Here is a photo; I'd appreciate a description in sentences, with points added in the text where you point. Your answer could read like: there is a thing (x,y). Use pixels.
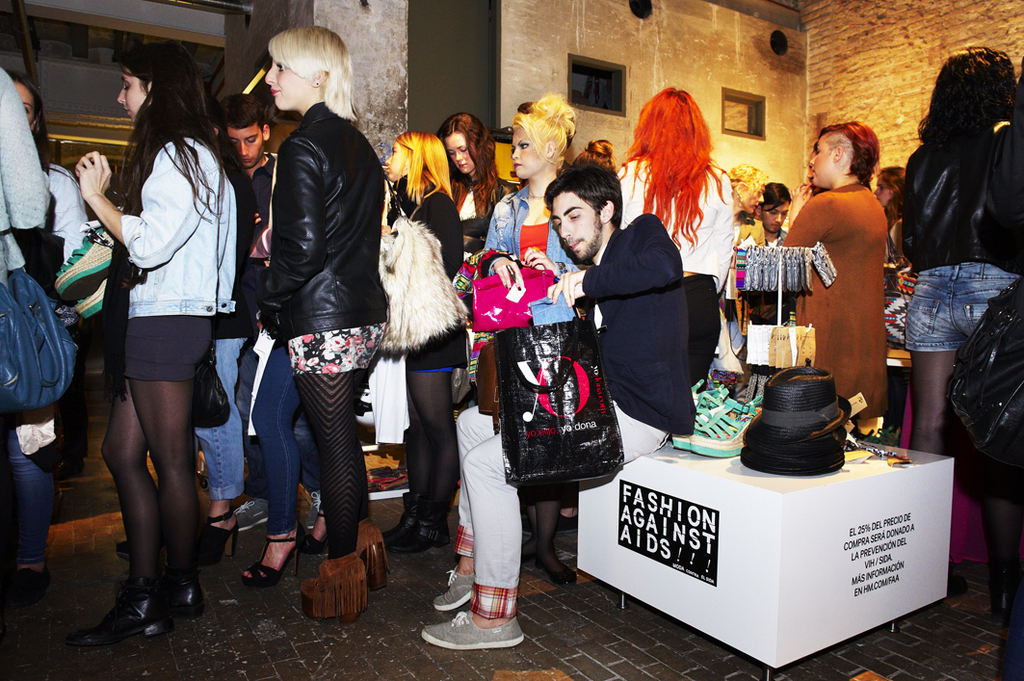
In this image we can see group of persons (853,310) standing on the floor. On the right side of the image (901,497) we can see table (835,504) and some objects (771,432) on it. In the background (696,66) there are ventilators (600,86), holes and wall (539,26).
